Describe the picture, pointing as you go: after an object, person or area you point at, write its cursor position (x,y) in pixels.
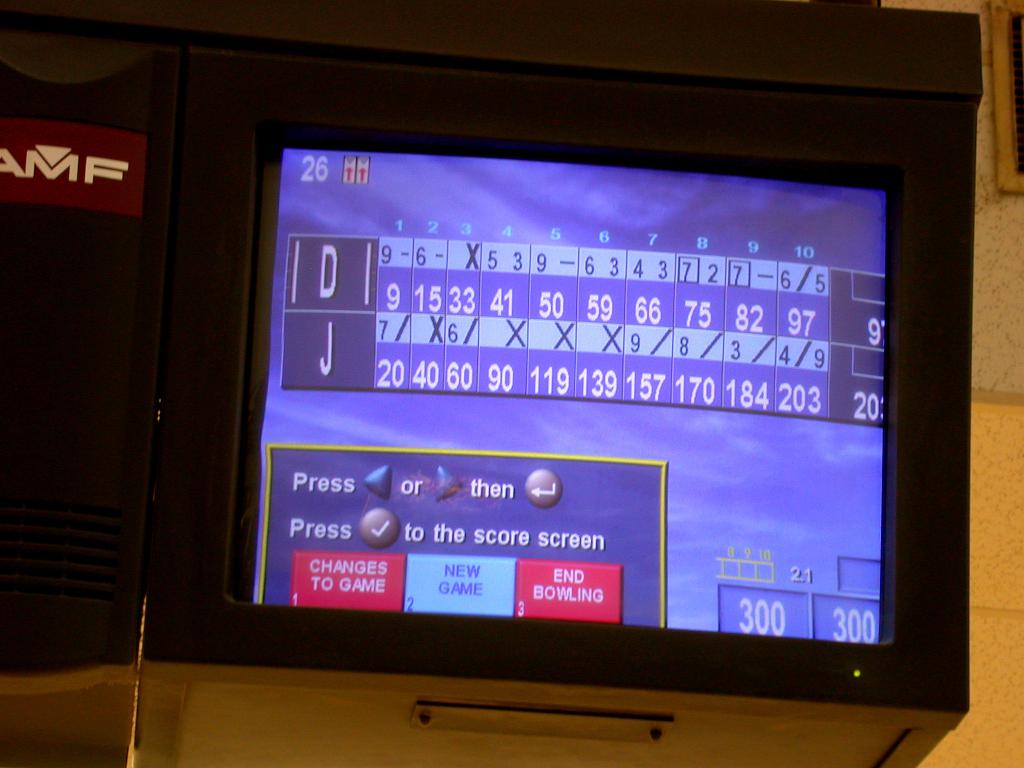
In this image I can see a screen (515,342). I can see a numbers (497,316) and something is written on it. It is in blue color.
